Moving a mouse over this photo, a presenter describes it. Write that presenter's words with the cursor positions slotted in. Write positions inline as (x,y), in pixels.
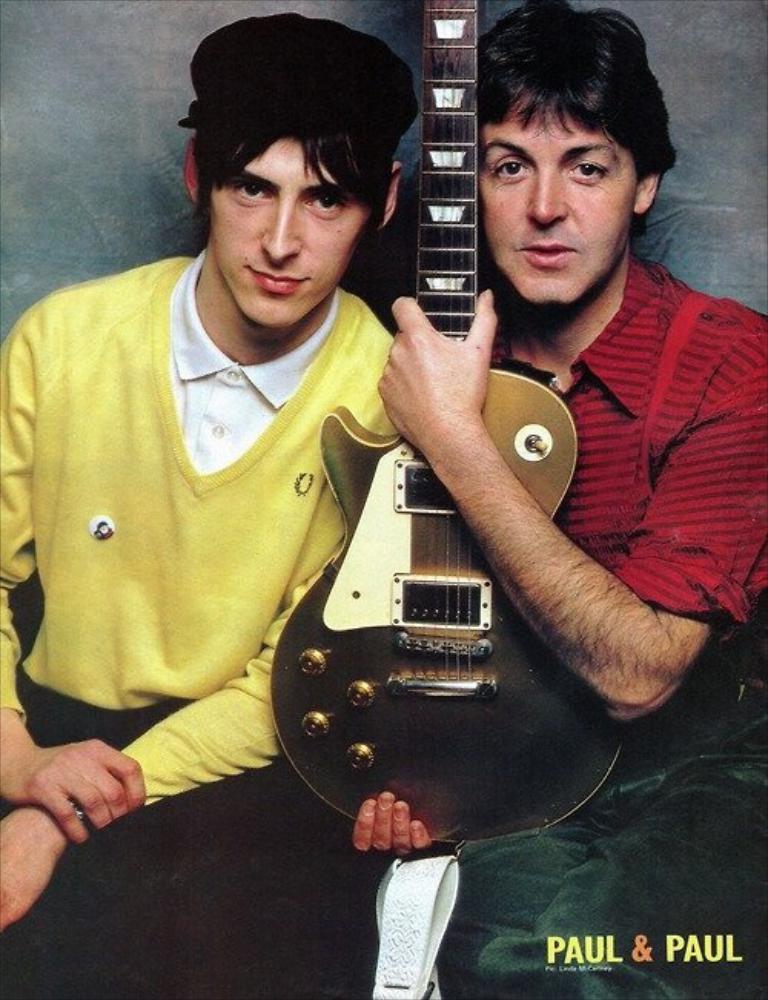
In this picture we can see two persons (171,730). He is holding a guitar (466,616) with his hands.
